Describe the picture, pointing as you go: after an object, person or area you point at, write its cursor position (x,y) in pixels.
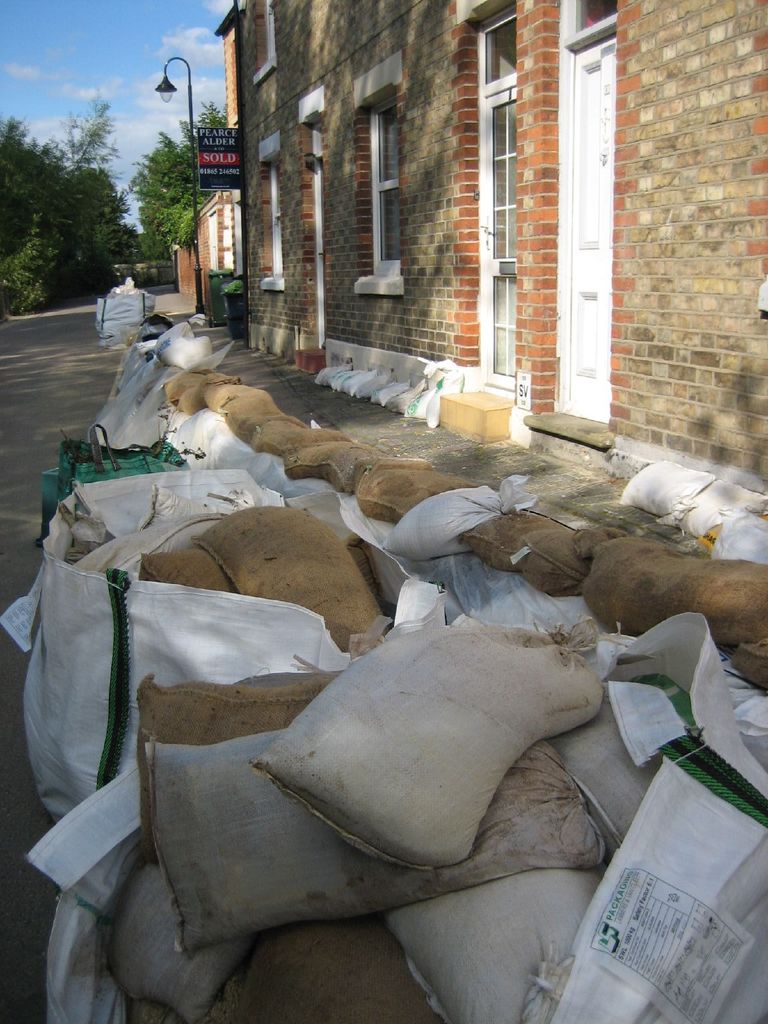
In this image we can see some bags (728,778) on the road (3,815), on the right side (752,100) there are buildings (689,79), which contains windows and doors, in front of it there is a light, a poster (208,176) with some text (234,138) and trees (201,122).
